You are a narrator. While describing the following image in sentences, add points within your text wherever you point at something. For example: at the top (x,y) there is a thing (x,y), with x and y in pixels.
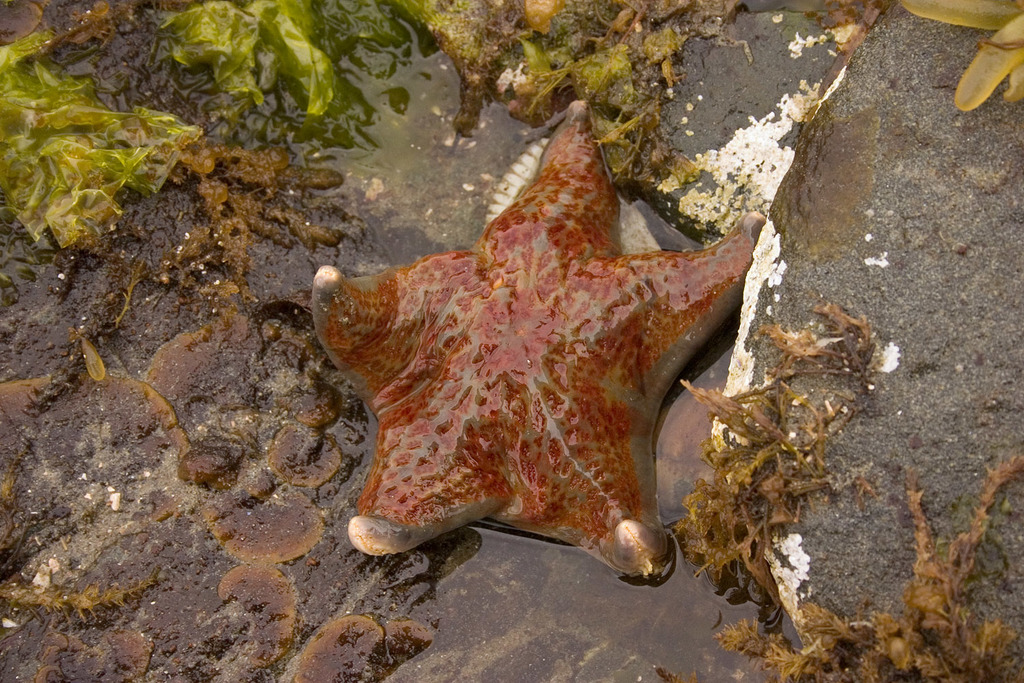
In this picture we can see a starfish (477,448) in the muddy water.
